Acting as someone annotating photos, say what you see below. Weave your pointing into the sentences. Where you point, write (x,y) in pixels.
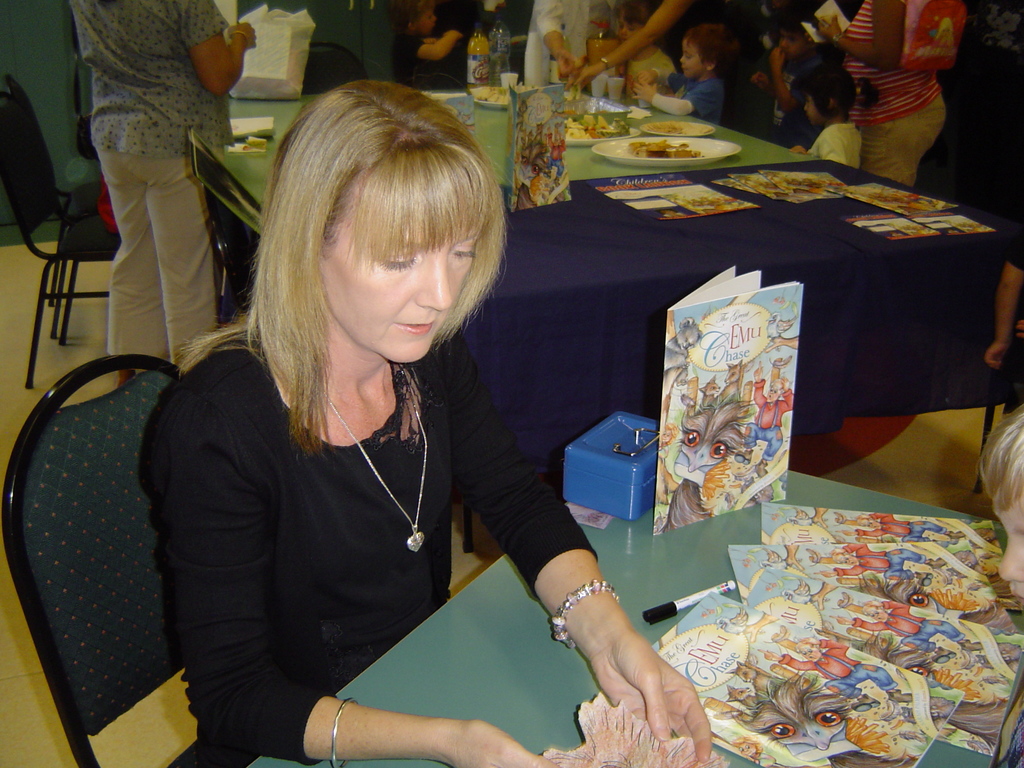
In this image, we can see a person (373,387) wearing clothes (391,445) and sitting on the chair (162,677) in front of the table (418,688). This table (438,687) contains some comics (718,679). There are some persons (654,65) standing and wearing clothes (155,46). There is an another table (560,219) in the middle of the image (571,263) contains plates (682,133), papers (636,177) and comics (546,111). There is a chair (41,217) in the top left of the image (46,221).
